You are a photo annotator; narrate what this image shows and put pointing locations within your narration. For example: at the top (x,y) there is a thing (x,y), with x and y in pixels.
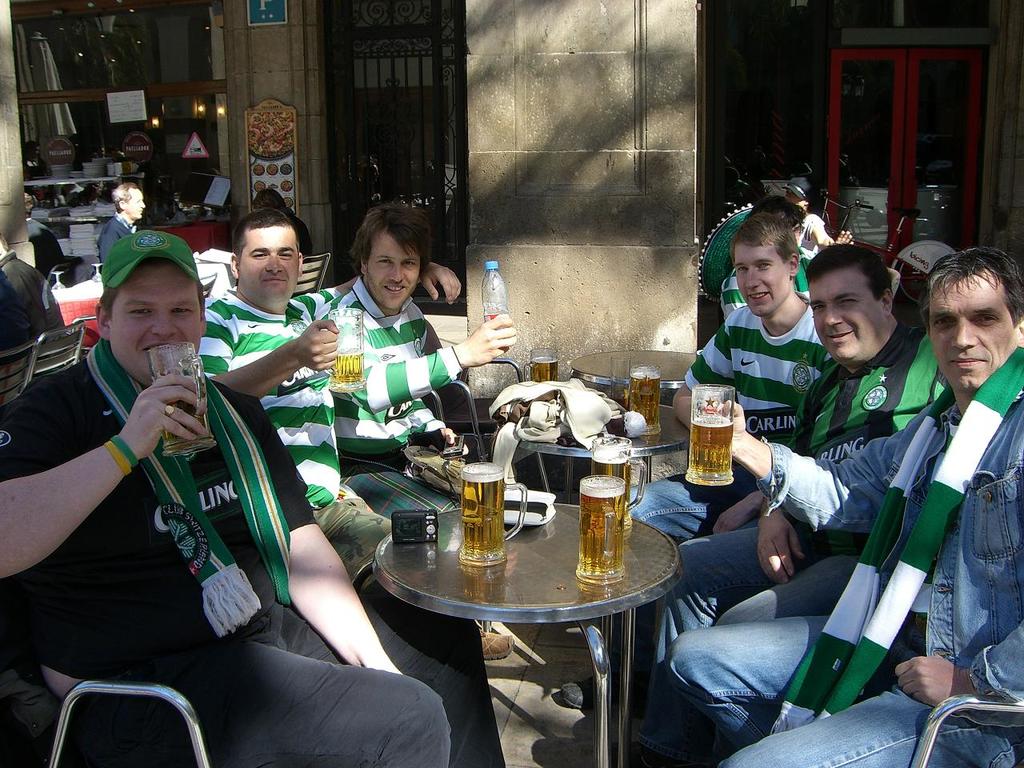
In this picture we can see group of man (394,306) some are holding glasses (338,364) in their hands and bottles (504,313) and in front of them we have table (653,433) and on table (489,583) we can see glasses (609,469), sweater (560,412), camera (401,523) and in background (215,184) we can see door (422,138), pillar (608,158), books (84,209), curtains (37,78), sticker (127,117), light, sign board (275,6).
